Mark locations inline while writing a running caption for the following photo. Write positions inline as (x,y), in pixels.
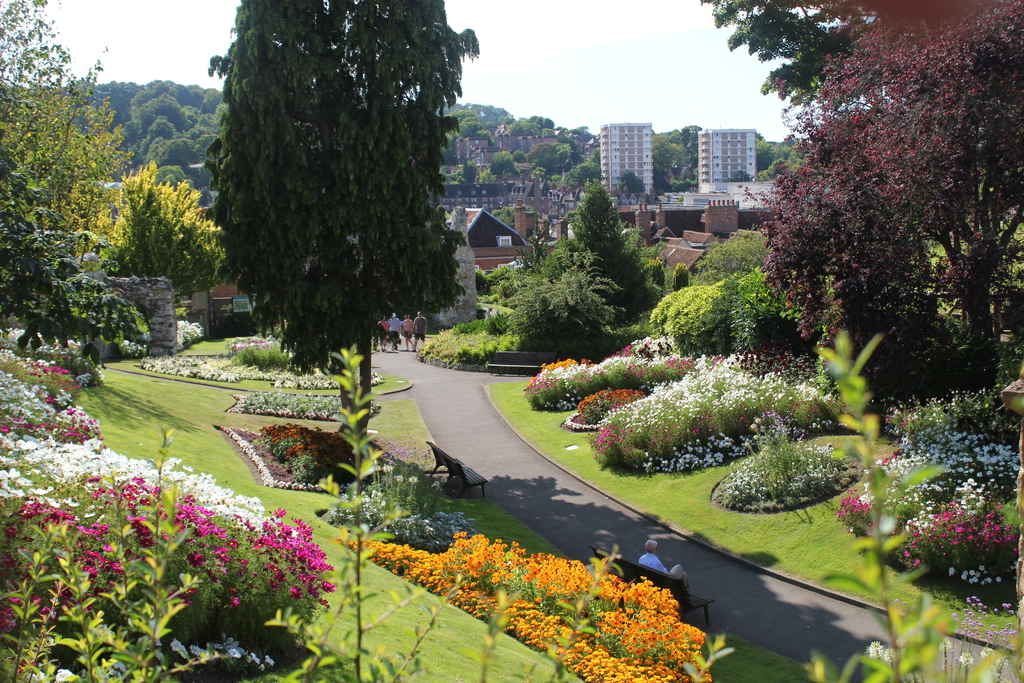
In the picture we can see a garden (752,508) with grass surfaces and on it we can see different kinds of plants (615,381) with different colors of flowers (500,570) and we can also see trees (377,133) and in the background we can see many trees (452,154), houses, buildings (502,187) and sky (662,111).
